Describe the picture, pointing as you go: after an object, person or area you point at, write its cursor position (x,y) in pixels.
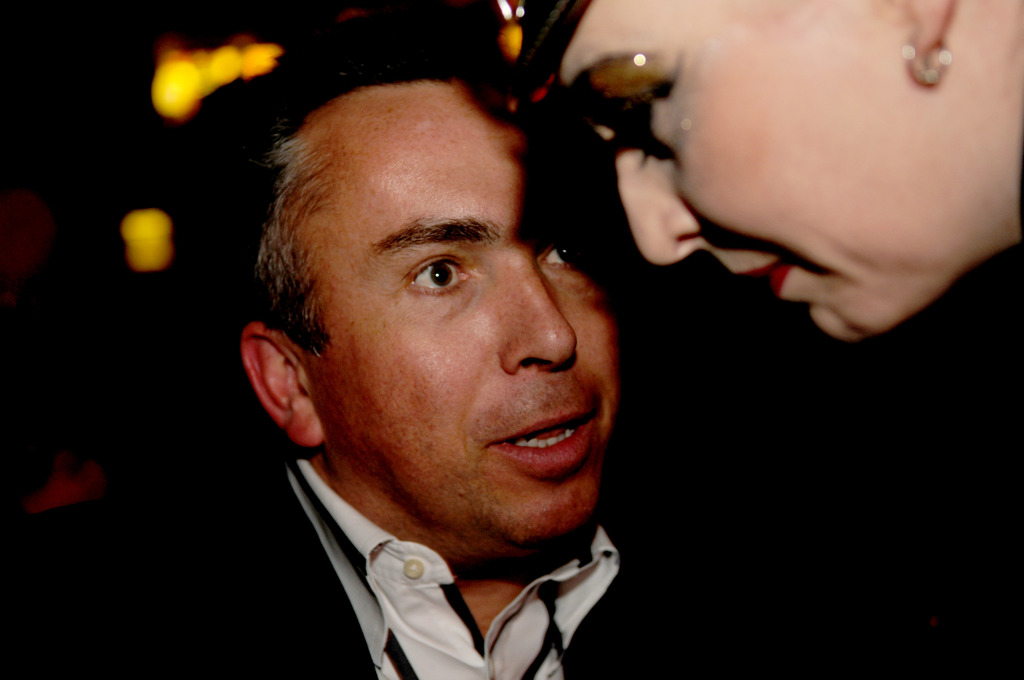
In front of the image there is a man (515,547). In the top right corner of the image (877,36) there is a person's face (804,151). Behind them there is a dark background (252,440) with lights (142,254).
